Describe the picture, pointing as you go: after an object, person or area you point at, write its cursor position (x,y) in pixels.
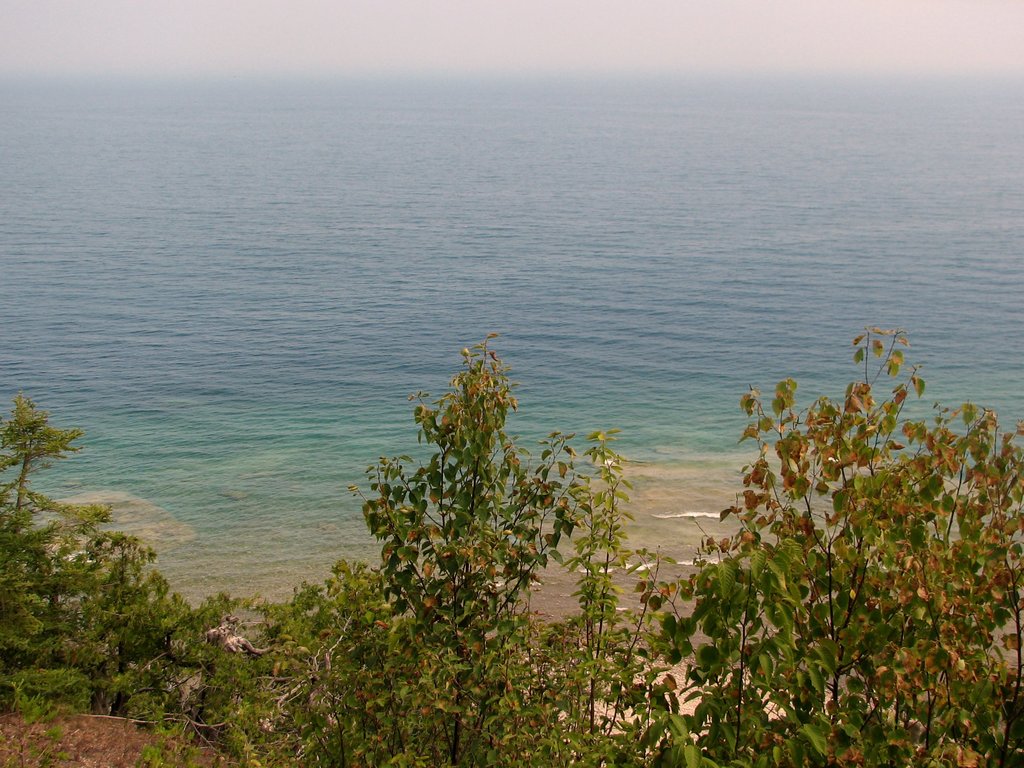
There are trees (725,602) on the hill (189,748) near sand surface (671,672). Which is near the tides (1012,261) of the ocean (637,416). In the background (809,24), there are clouds (383,14) in the sky (933,14).
